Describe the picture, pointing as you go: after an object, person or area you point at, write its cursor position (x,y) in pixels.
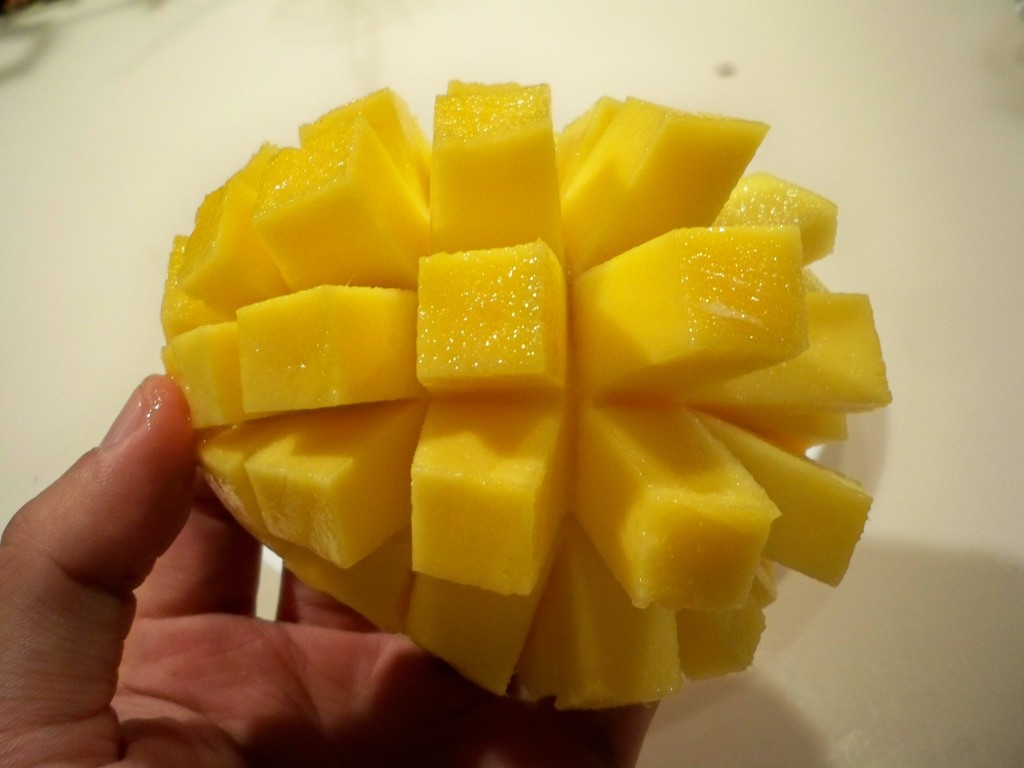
In the image we can see human hand (78,577) and slices (419,290) of mango (419,290).
